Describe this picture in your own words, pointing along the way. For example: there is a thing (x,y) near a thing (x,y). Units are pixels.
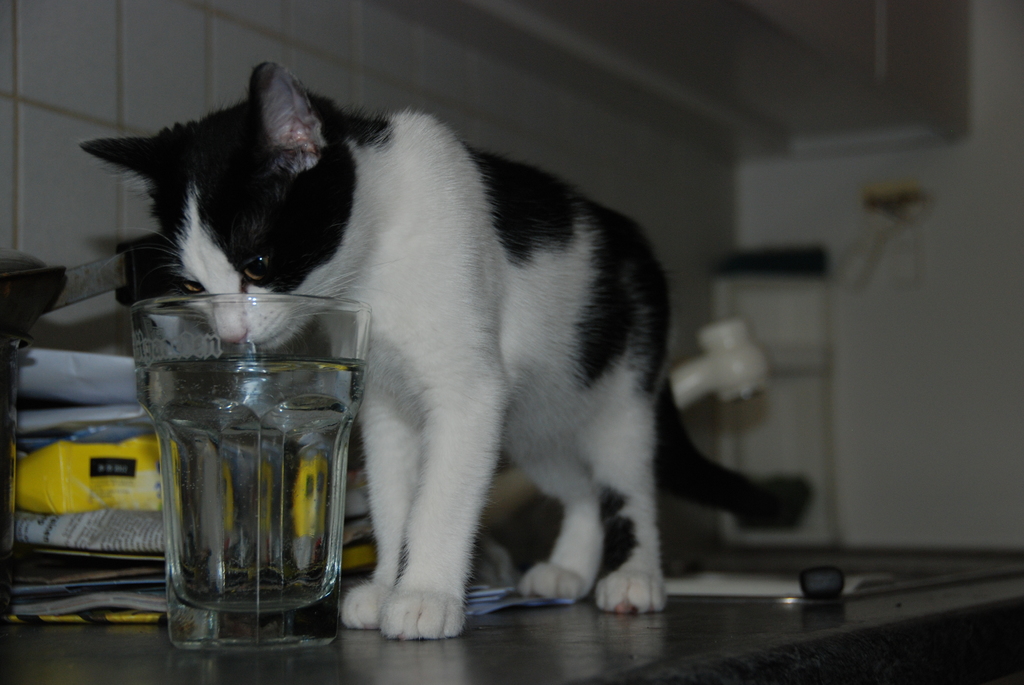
In the foreground (431,377), I can see a cat (440,384), glass (238,507) and some paper objects (141,526) on a cabinet (59,650). In the background (827,519), I can see a wash basin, a wall (712,301) and a door (816,369). This image might be taken in a room (391,505).
